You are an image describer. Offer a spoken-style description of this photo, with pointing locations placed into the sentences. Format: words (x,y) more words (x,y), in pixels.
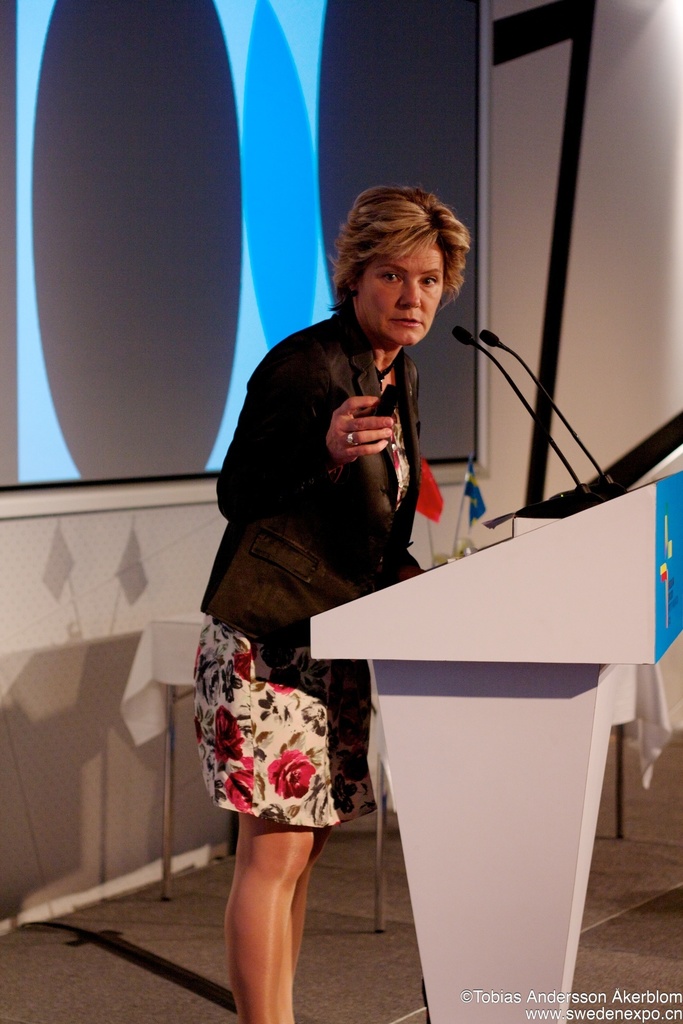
In this image there is a person (241,578) standing in front of the podium (444,981). On top of the podium (644,526) there are mike's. Behind the person (389,567) there is a table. On top of it there are flags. In the background of the image (451,432) there is a screen (175,446) on the wall (24,558). There is some text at the bottom of the image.
